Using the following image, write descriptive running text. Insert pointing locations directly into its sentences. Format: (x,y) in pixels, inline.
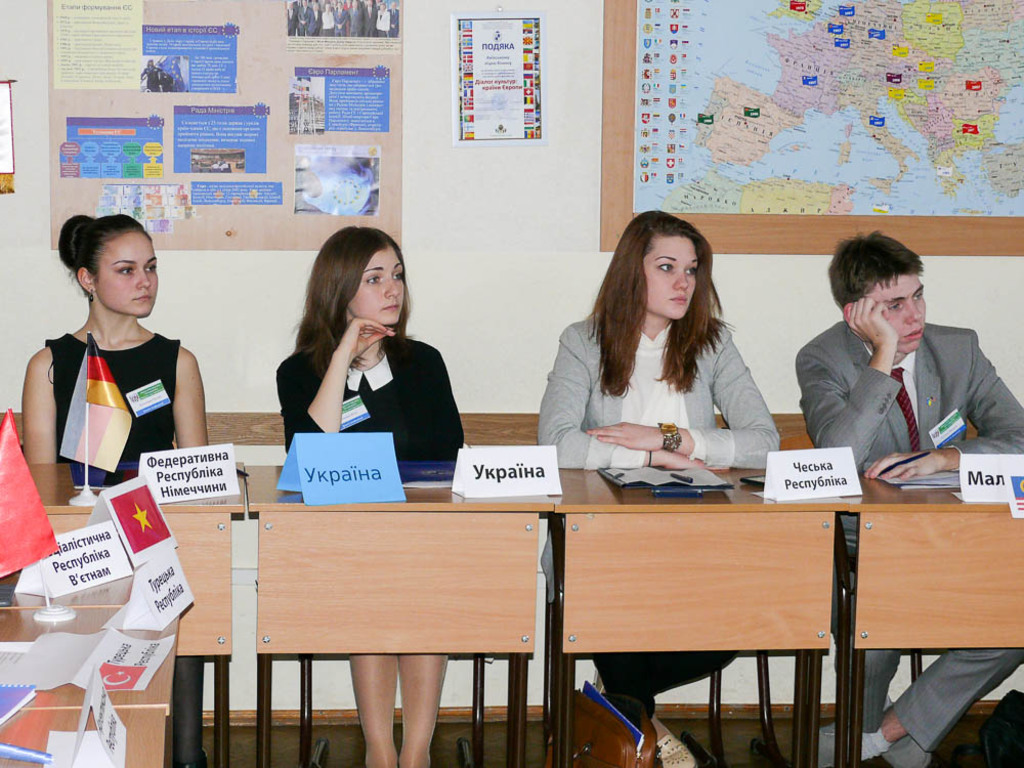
In this picture we see four people (645,221) seated on the bench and we see a flag (82,497) on the table (64,477) and a poster (260,194) and a map (1005,33) on the wall (482,151).
